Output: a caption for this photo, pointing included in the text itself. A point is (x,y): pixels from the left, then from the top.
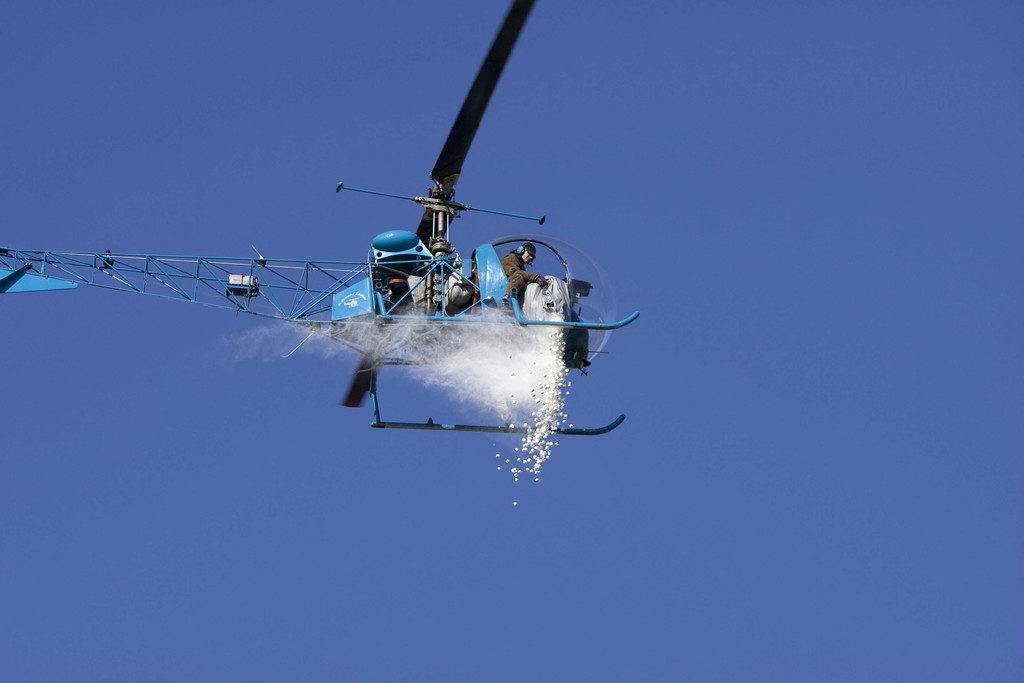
This picture shows a helicopter (481,291) and we see a man (519,289) holding a bag (550,303) and releasing something (522,354) into the air (559,540) and we see a clear Sky (3,632).
